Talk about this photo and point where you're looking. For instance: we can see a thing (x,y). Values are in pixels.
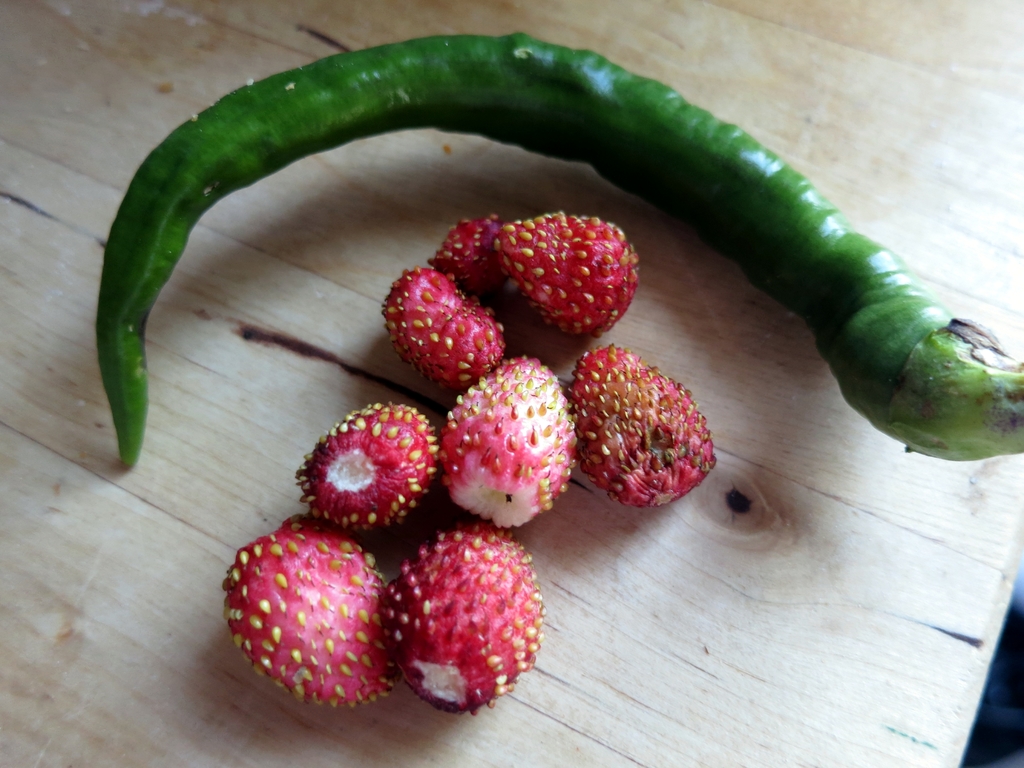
In this image we can see the strawberries (441,453) and a green chilli (735,170) on the wooden surface (685,354).
